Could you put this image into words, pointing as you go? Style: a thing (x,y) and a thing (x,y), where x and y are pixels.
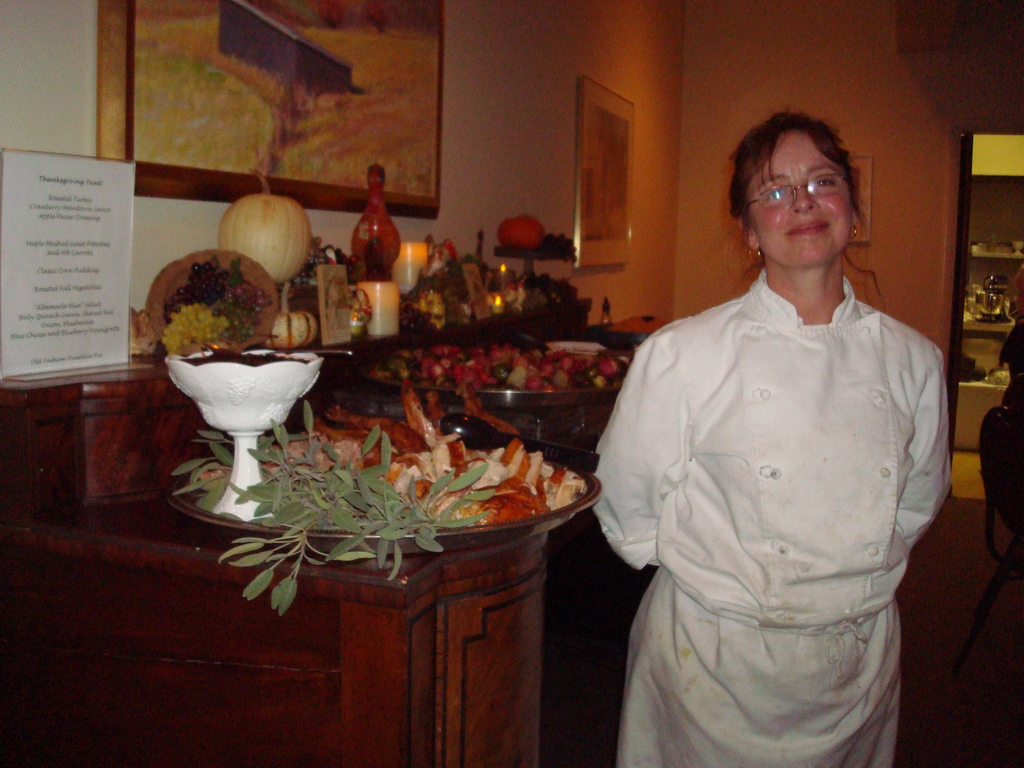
In this image I can see a woman (795,432) wearing white colored dress (804,514) is standing. I can see a huge plate (479,541) with few objects (397,489) which are green, cream and brown in color and a white colored bowl (270,415) with few objects (266,363) in it. I can see few fruits (254,233), few candles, the wall (477,94), few photo frames (341,69) attached to the wall (502,114), a white colored board (78,221), the door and few other objects (988,334) through the door (1000,377). To the right side of the image (1000,466) I can see a chair (983,474).
